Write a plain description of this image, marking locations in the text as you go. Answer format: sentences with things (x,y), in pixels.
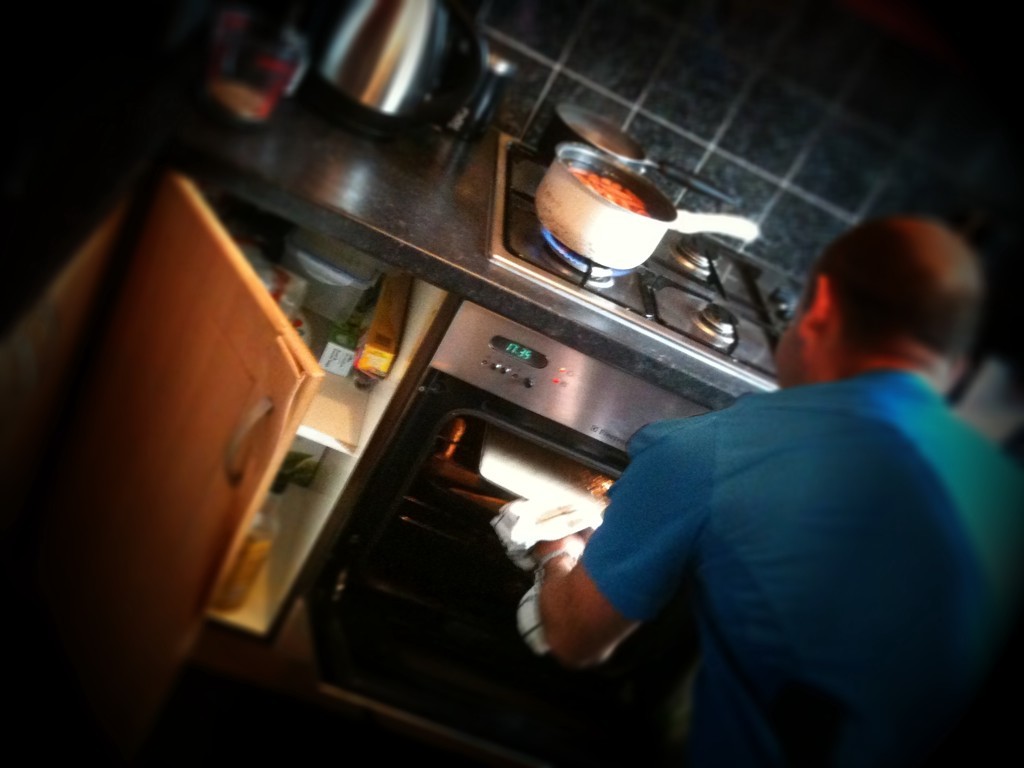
In the picture there is a kitchen floor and on the stove (543,240) there are two vessels (586,222) and beside the stove (525,166) there are some other objects (391,93) and under the stove (586,282) there is an oven (447,474) and a person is using the oven (404,516), on the left side (187,372) there is a cupboard (263,301) it is opened and there are some items (321,311) inside the cupboard (293,534), in the background (671,68) there is a wall (817,95).
